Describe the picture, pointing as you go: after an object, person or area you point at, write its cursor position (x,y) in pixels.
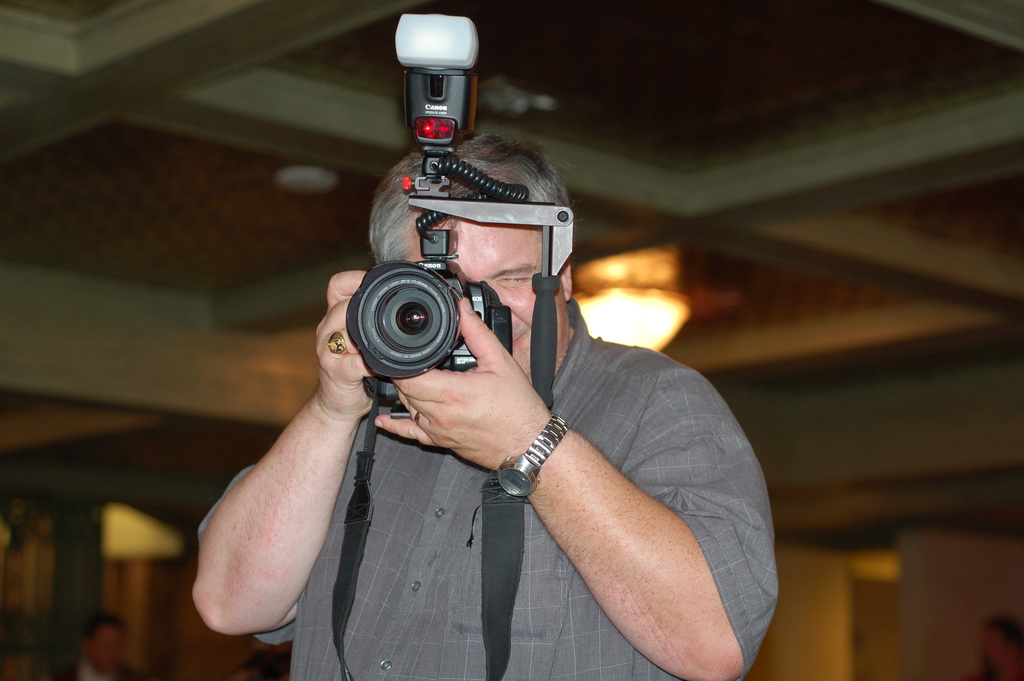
In this image, we can see a man (455,548) is holding a camera (503,342) and smiling. Background (916,638) there is a blur view. here we can see a light (670,313). At the bottom (1013,642), there are few people (993,672) we can see.
